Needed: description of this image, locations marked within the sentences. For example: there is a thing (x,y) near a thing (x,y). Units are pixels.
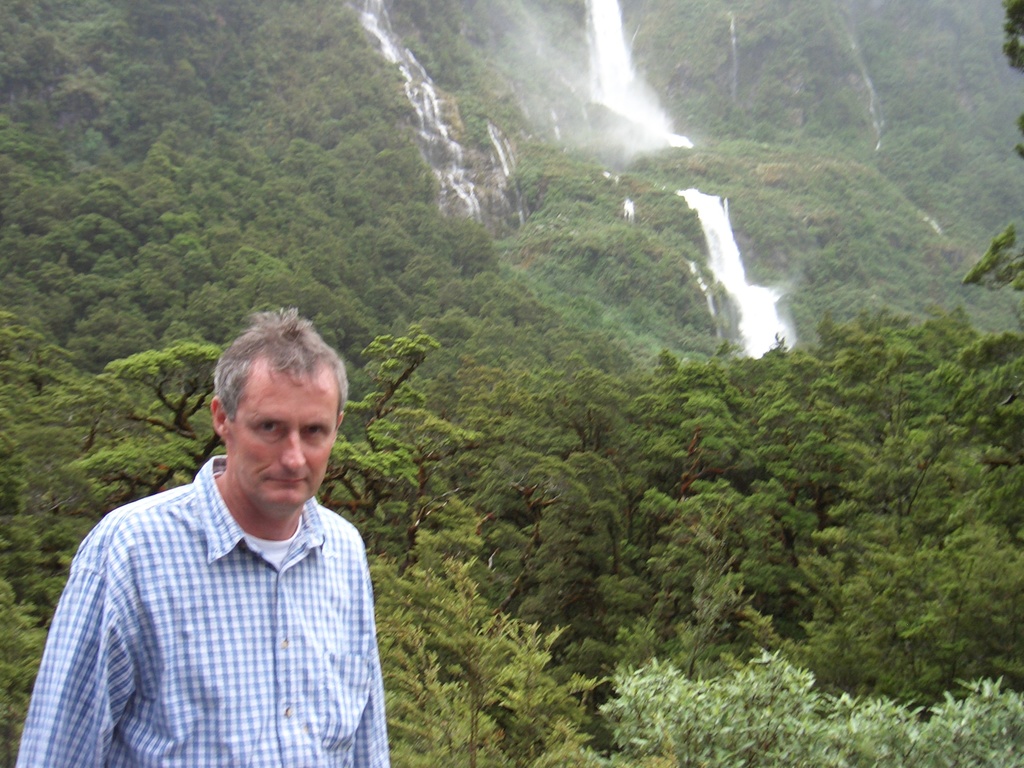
In the foreground of the picture (244,524) there is a person (244,615). In the center of the picture (547,450) there are trees (436,457). At the top (623,66) there is a waterfall (609,49) flowing through the hills (558,79) and there are trees (276,150) also.
